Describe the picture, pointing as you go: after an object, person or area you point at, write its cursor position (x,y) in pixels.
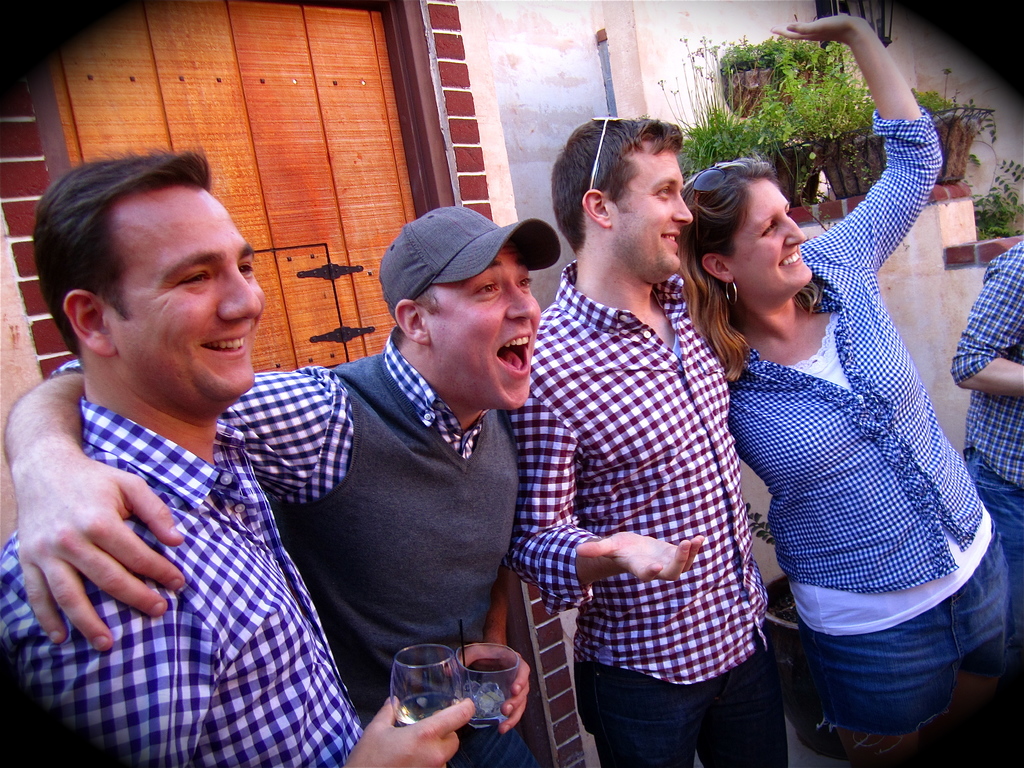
In this image there are a few people (509,448) standing, in them two (418,731) are holding glasses (480,703) in their hand (458,713), behind them there are buildings (588,77) and few plant pots (763,143).
